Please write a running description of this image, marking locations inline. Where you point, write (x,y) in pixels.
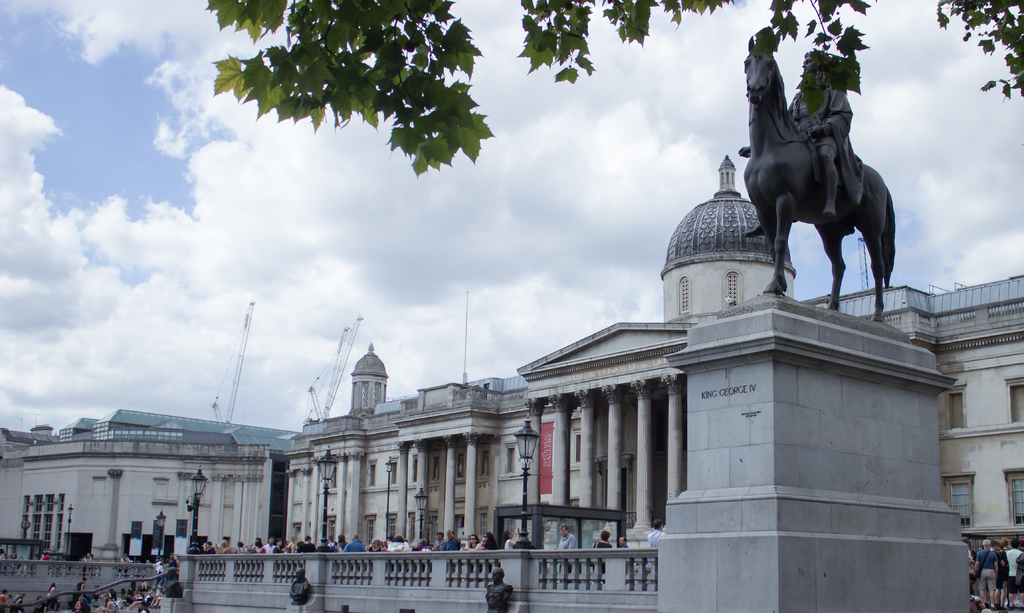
In this image, there are buildings (418,488), light poles (194,529), boards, towers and groups of people (601,539). On the right side of the image (855,335), I can see a statue (860,198) on a base (761,399). At the top of the image (328,68), I can see a tree (334,67). In the background (302,156), there is the sky (265,156).
